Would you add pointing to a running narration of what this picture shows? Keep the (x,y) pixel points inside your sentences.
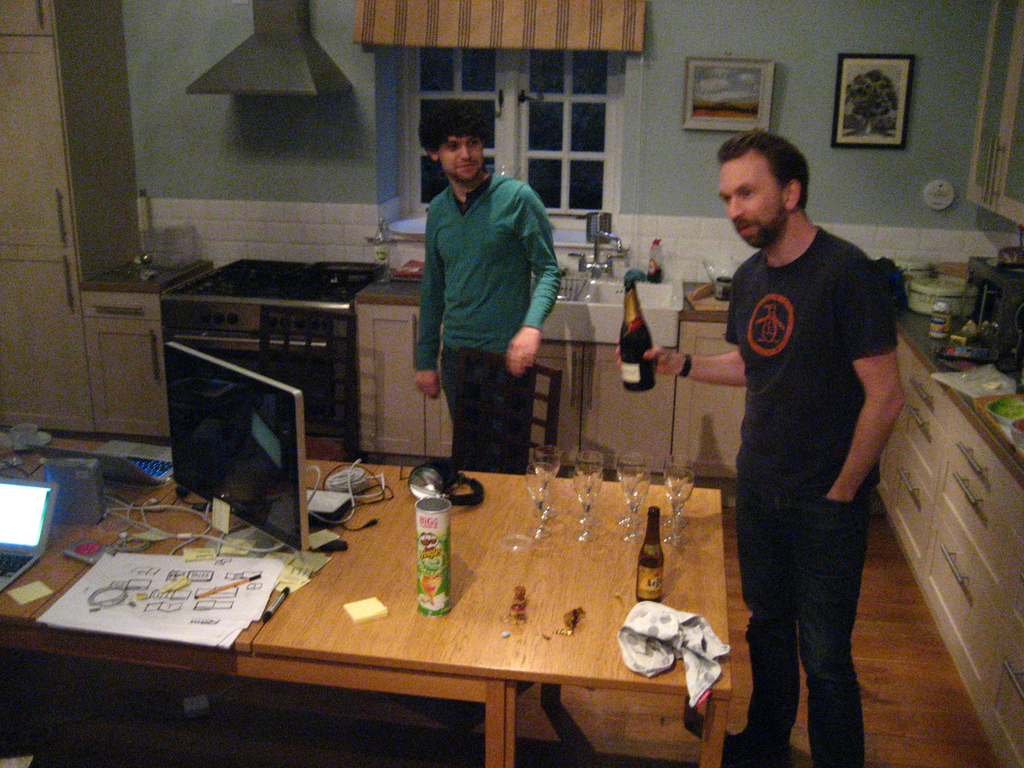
In this picture there are two boys (438,286) one is right side (782,646) and another one is in the middle of the image (538,267), the boy (724,189) who is right side of the image (730,311) is holding a bottle (638,383) in his hand (669,357), there are some glasses (546,508) and bottles (643,591) on the table (586,582) with a laptop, there are cupboards (728,420) around the area of the image, there is a window (472,73) behind the front person (457,101) and there are two portraits (890,75) which are hanged on the wall (883,32), there are some kitchenware (979,300) at the right side of the image (906,291).
